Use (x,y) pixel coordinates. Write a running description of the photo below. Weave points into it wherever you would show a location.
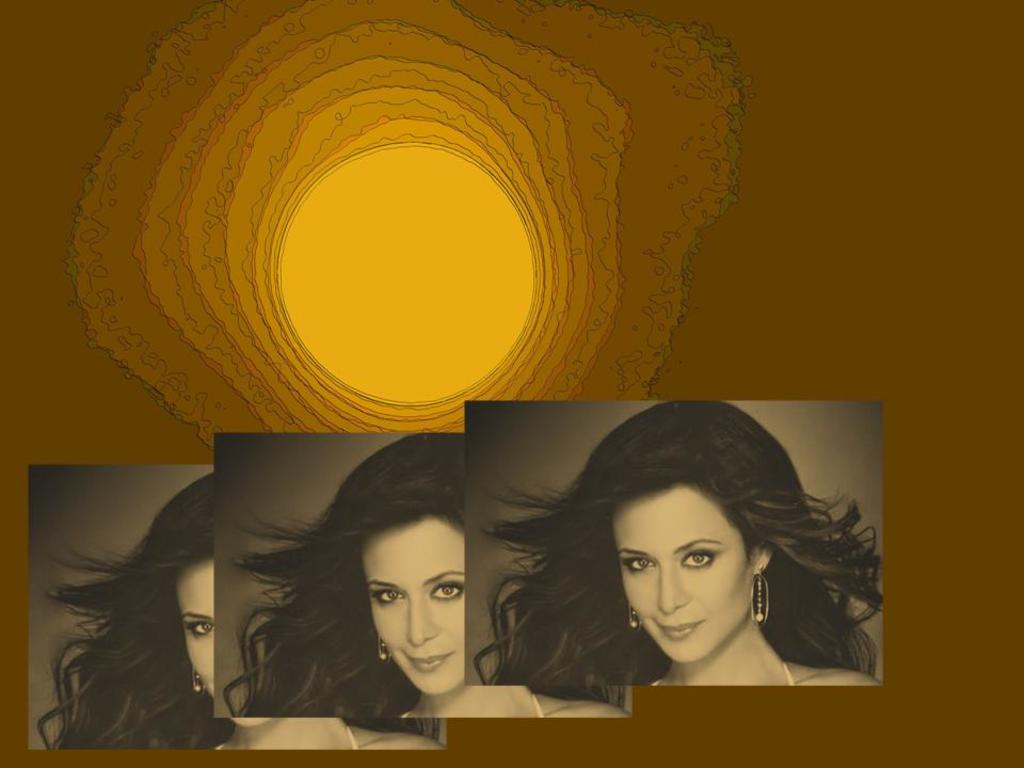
In this image I can see few pictures (730,579) of person (448,451). Background (185,306) is in yellow color.
